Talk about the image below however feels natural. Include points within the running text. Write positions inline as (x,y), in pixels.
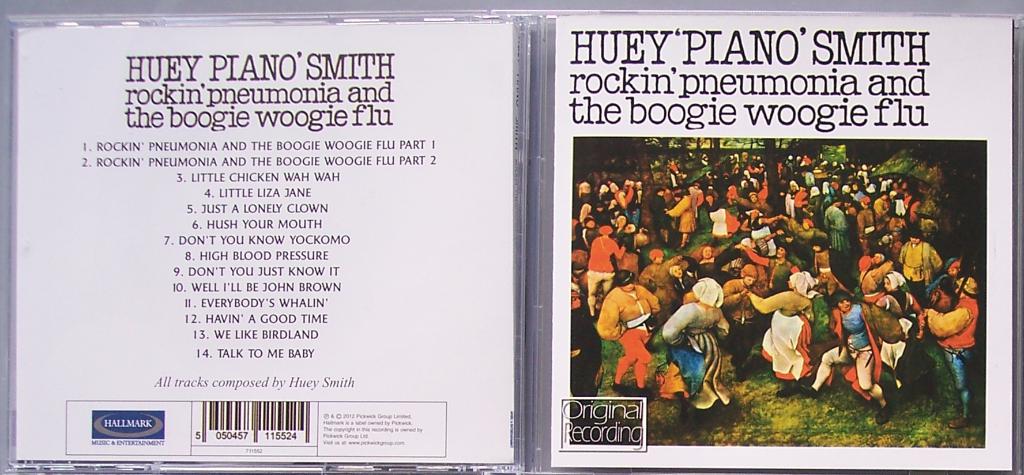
In this image we can see pictures (767,385) in which we can see a group of people (811,295) standing on the ground (759,416), we can also see some trees (922,172) and some text (362,96) on the surface (1005,190).
